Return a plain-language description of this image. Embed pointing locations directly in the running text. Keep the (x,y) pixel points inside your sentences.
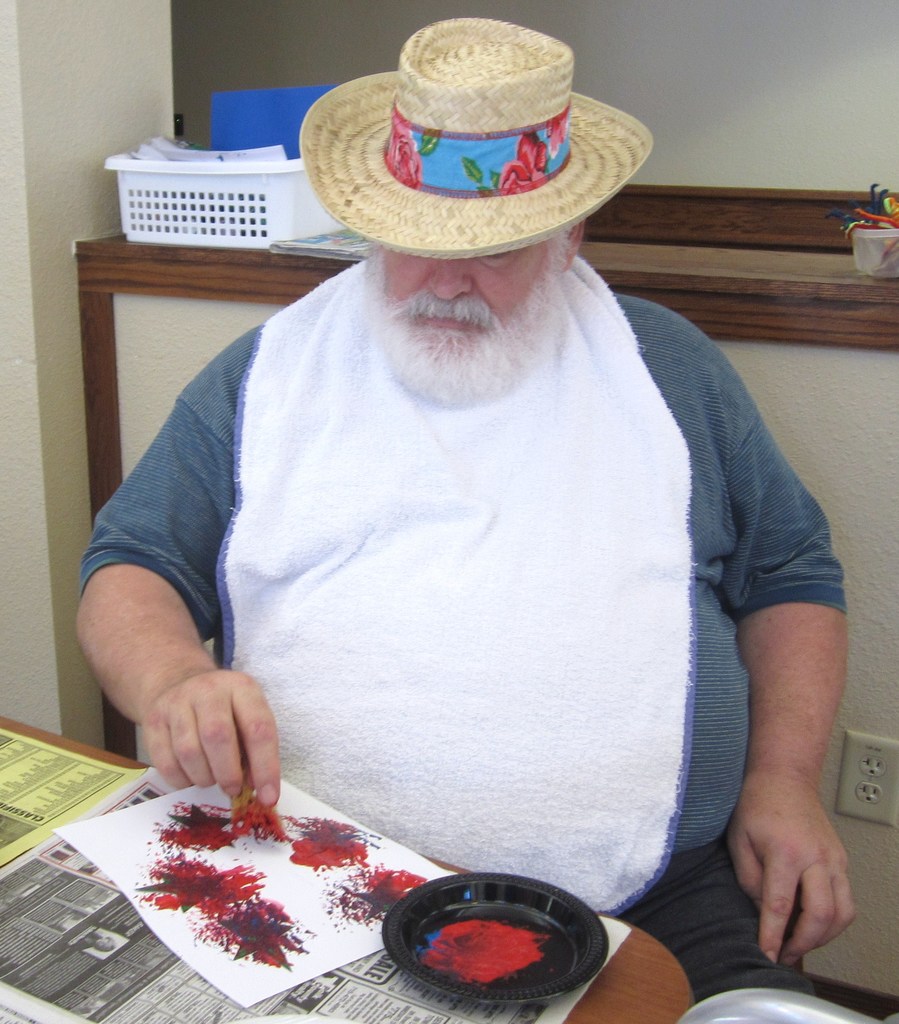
A man (591,597) is sitting wearing hat (505,216). This is tray (260,195), paper (333,934), plate (573,955).
